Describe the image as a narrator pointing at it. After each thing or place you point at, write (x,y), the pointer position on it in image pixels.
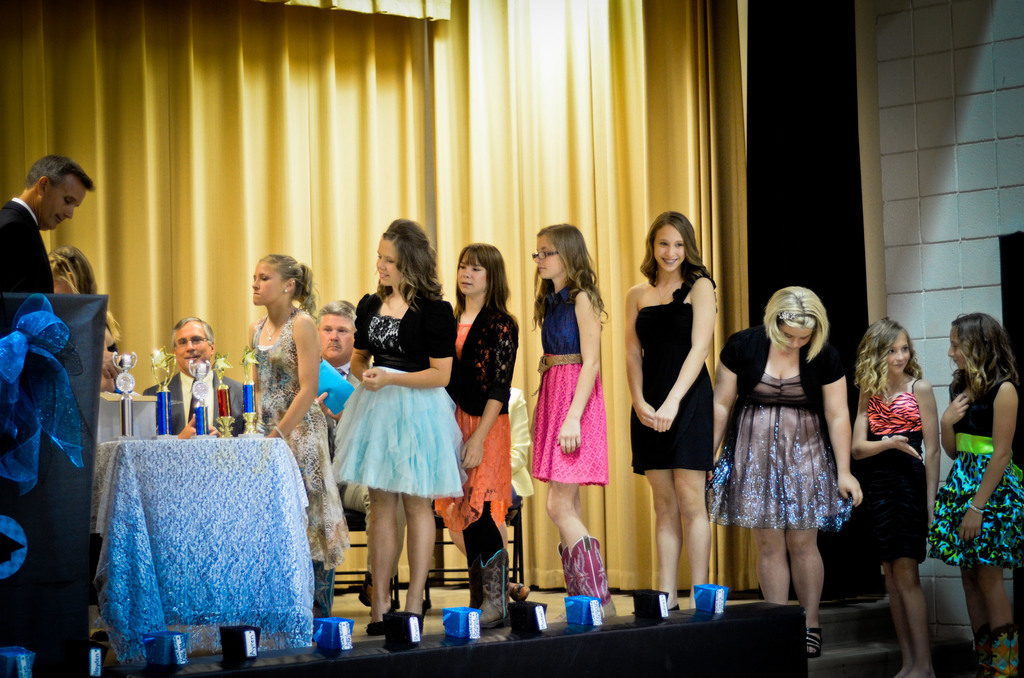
In this image, I can see group of girls (304,379) standing. This looks like a table (123,466), which is covered with a cloth (168,538). These are the trophies (225,396) placed on the table (175,456). Here is the man (21,239) standing. This looks like a board (60,543). I think this is a stage (475,642). I can see two men (327,342) sitting on the chairs (366,520). These are the curtains (295,73) hanging. This is the wall (958,102).
